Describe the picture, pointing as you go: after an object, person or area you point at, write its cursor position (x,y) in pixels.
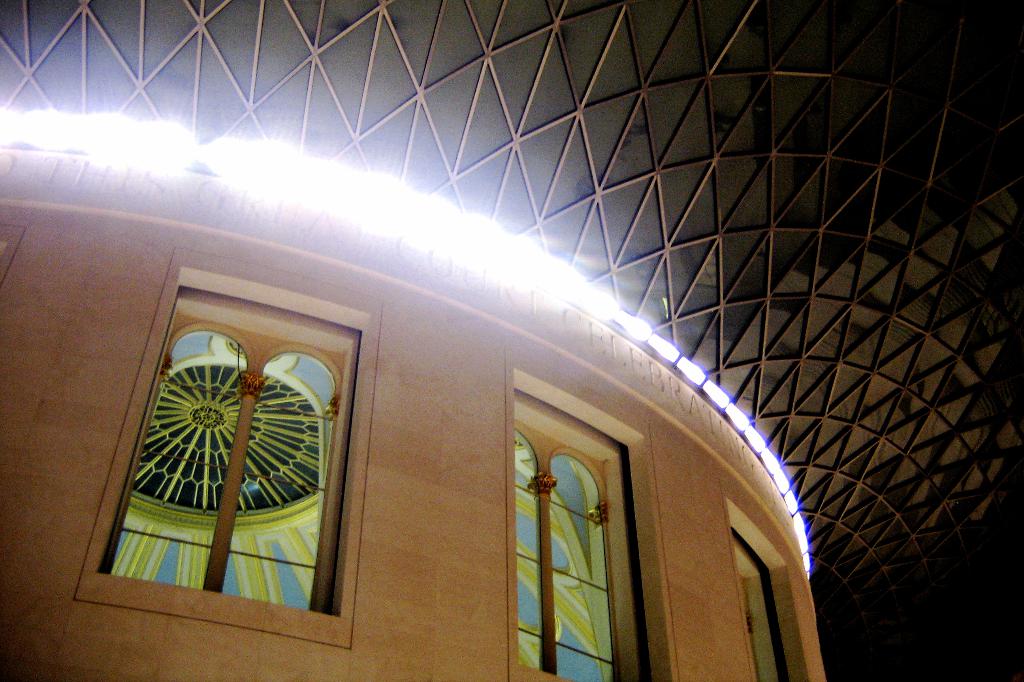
In this image there is a wall (493,575) towards the bottom of the image (577,605), there are windows (530,574), there is text (77,188) on the wall (381,294), there are lights (543,279), there is a roof (686,129) towards the top of the image (658,102).
